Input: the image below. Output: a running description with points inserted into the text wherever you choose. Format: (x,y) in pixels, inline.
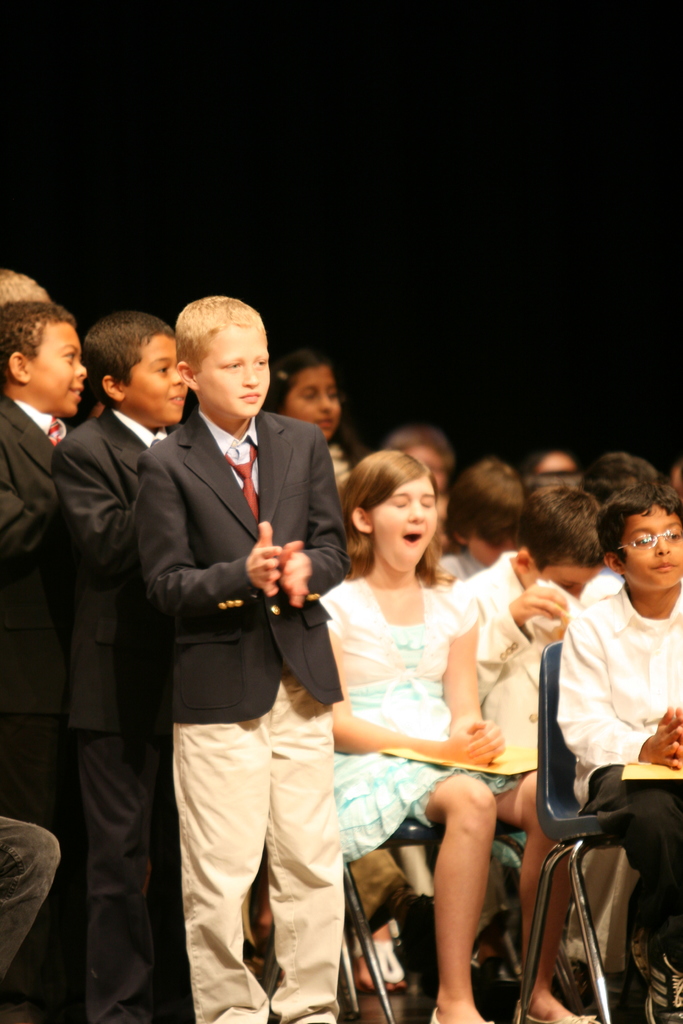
On the right of this picture (547,528) we can see the group of children (532,716) sitting on the chairs (573,826) and seems to be holding some objects (506,754). On the left (152,314) we can see the group of children (99,451) wearing suits (167,639) and standing on the ground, the background of the image (475,118) is very dark.
